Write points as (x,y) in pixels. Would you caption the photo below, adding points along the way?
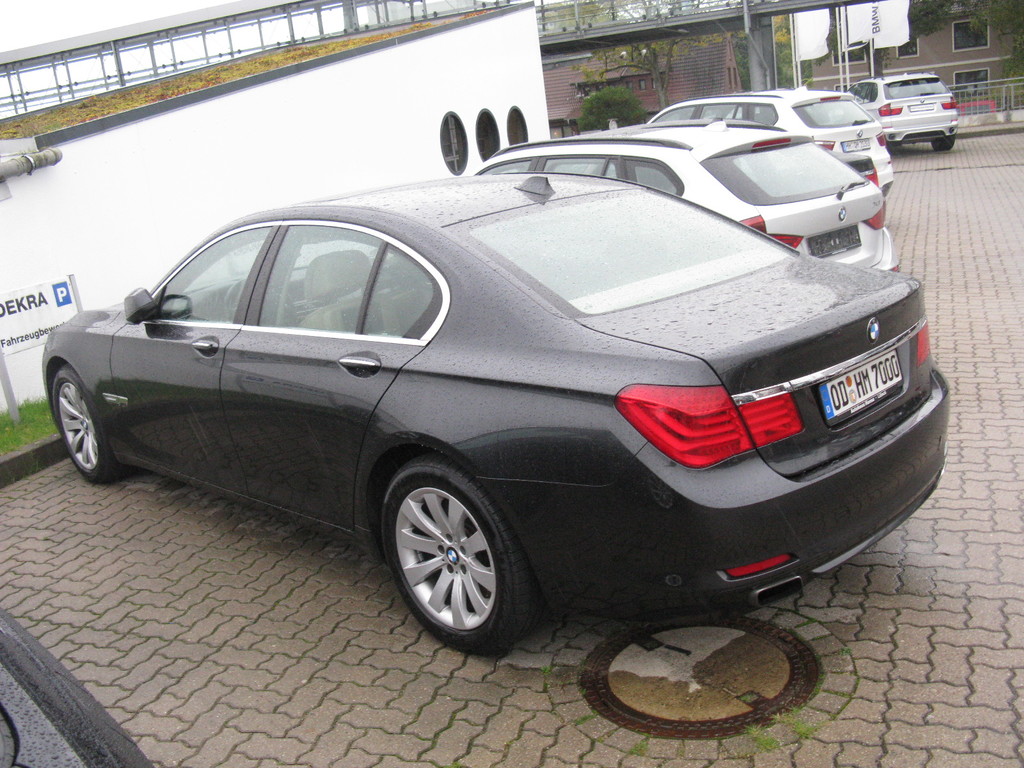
In this picture I can see many cars (620,206) which are parked in the parking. In front of that I can see the buildings (964,39), fencing (1023,107), poles (8,383) and grass (35,403). On the left (17,298) I can see the board (15,334) which is placed near to the wall (268,99). In the top left corner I can see the sky (301,31).
